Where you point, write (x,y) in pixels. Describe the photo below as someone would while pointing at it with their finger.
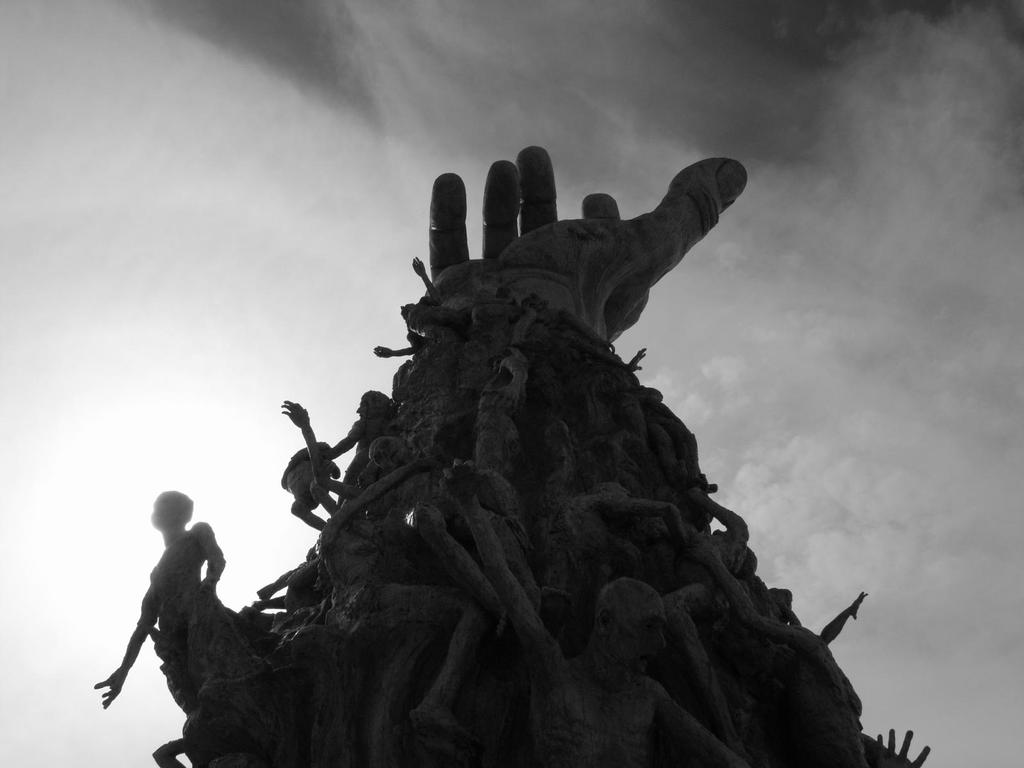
There is a statue (500,500) of a person's hand (591,238) on which, there are statues (429,580) of the persons (429,580). In the background (900,182), there are clouds (493,66) in the sky (845,480).
